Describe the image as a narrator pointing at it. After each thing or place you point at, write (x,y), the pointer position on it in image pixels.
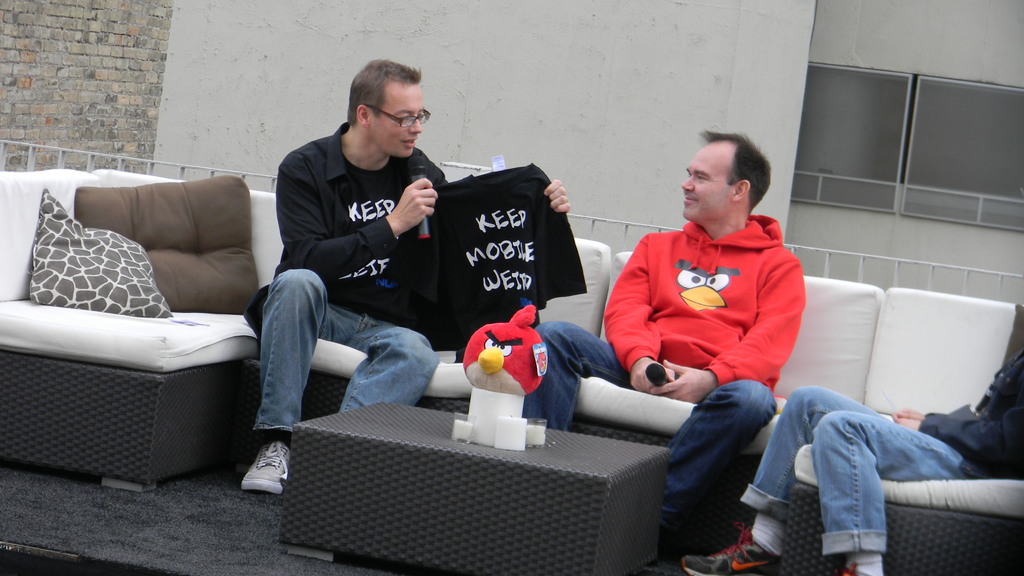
Here we see three people (948,461) seated on a sofa set (256,363). and we see two pillows (133,232) and a man (421,209) holding t-shirt (459,333) in his hands (563,199) and speaking with the help of a microphone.
